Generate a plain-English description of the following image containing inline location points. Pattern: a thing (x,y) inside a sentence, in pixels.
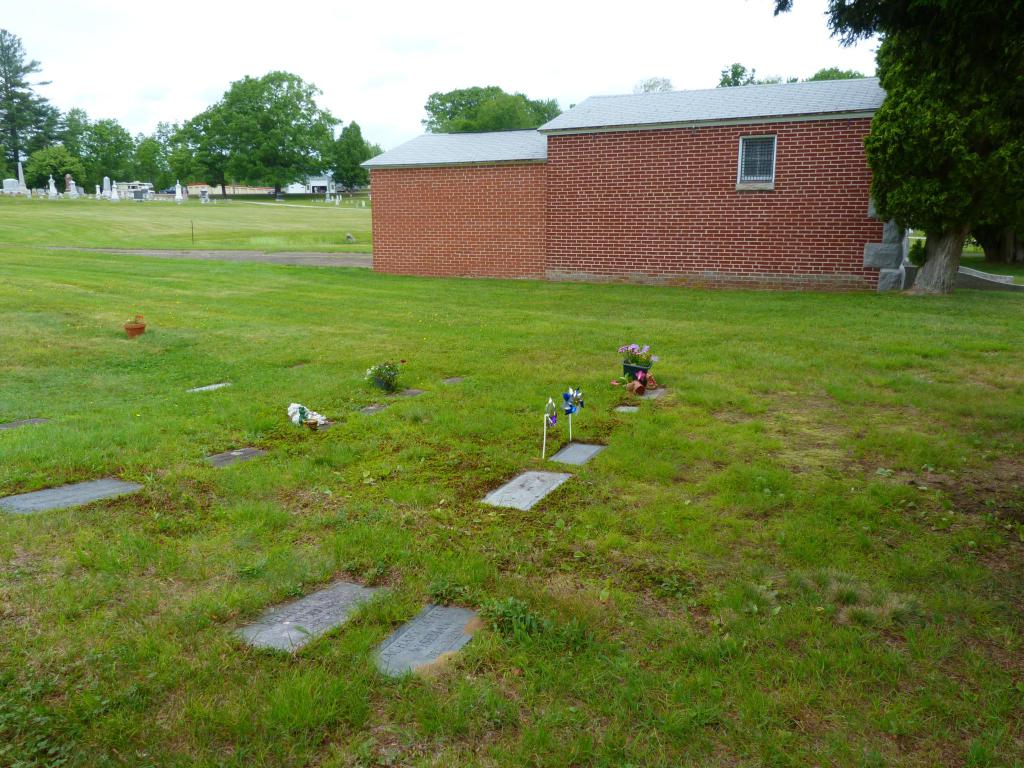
In this image I can see a house (710,219) in brown color, grass (310,319) and trees (292,153) in green color, and sky (296,35) in white color.
